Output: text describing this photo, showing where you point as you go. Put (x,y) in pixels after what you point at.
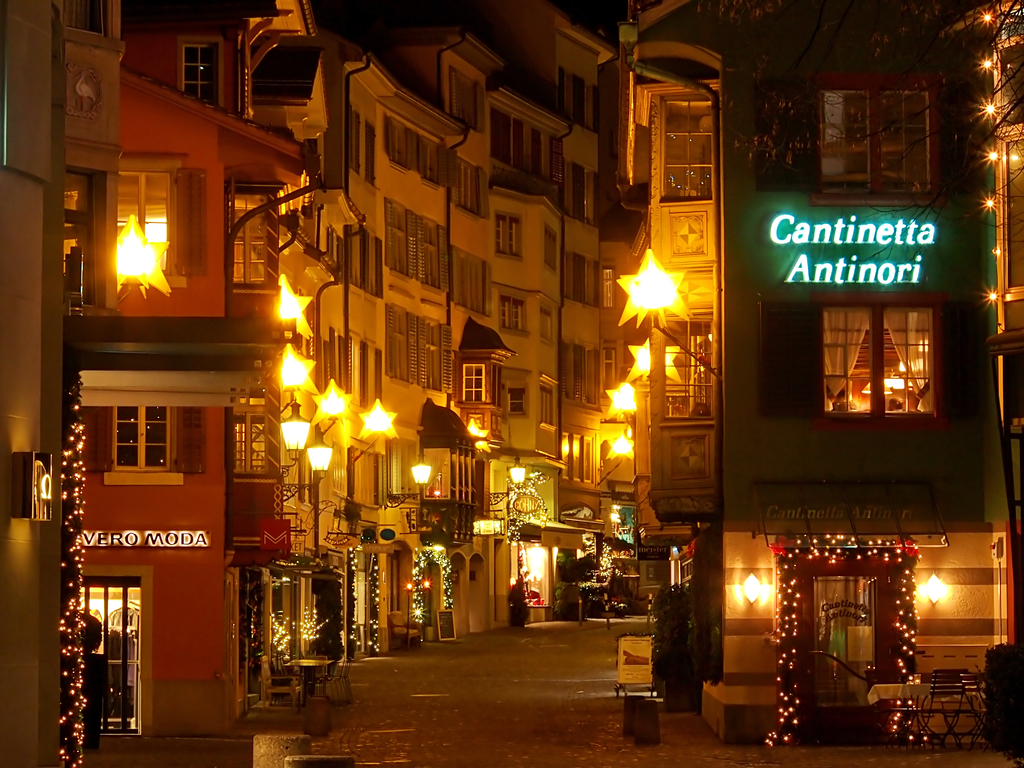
There a pavement (522,667) in the foreground area of the image (433,711), there are buildings (307,318), stars (605,399) and decorated lights (293,412) in the background (321,326).
